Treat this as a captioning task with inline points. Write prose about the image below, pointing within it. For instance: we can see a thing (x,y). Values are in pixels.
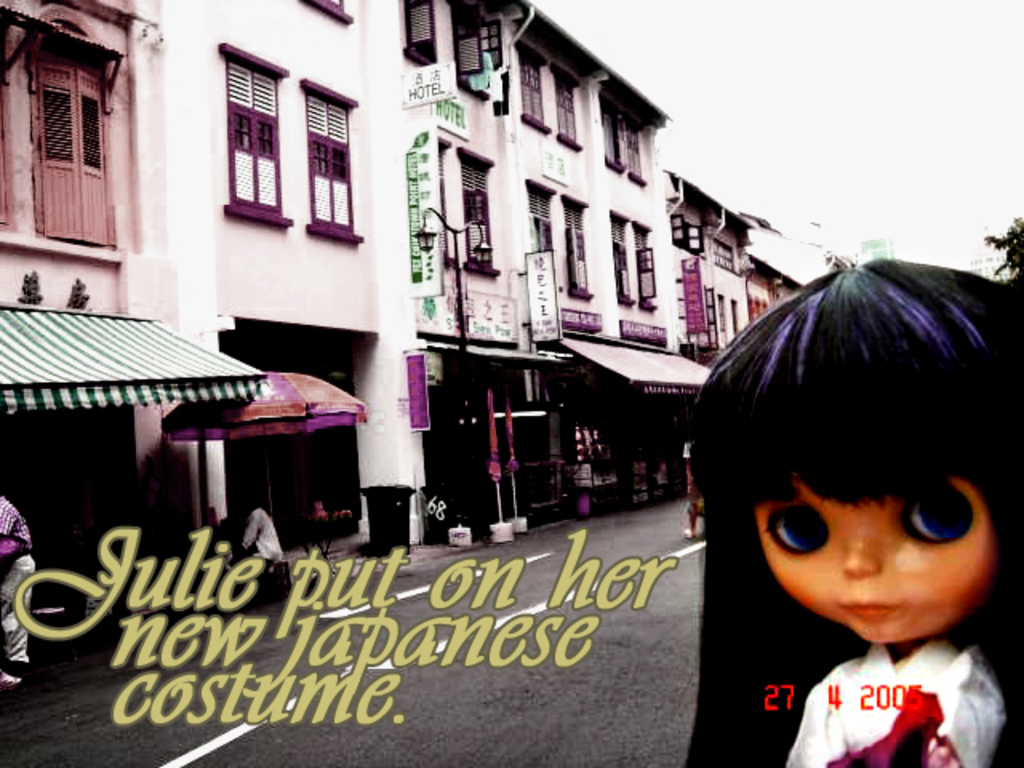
There are few buildings (447,209) in the left corner (326,225) and there is a doll (892,535) in the right corner (872,597) and there are something written beside it.
